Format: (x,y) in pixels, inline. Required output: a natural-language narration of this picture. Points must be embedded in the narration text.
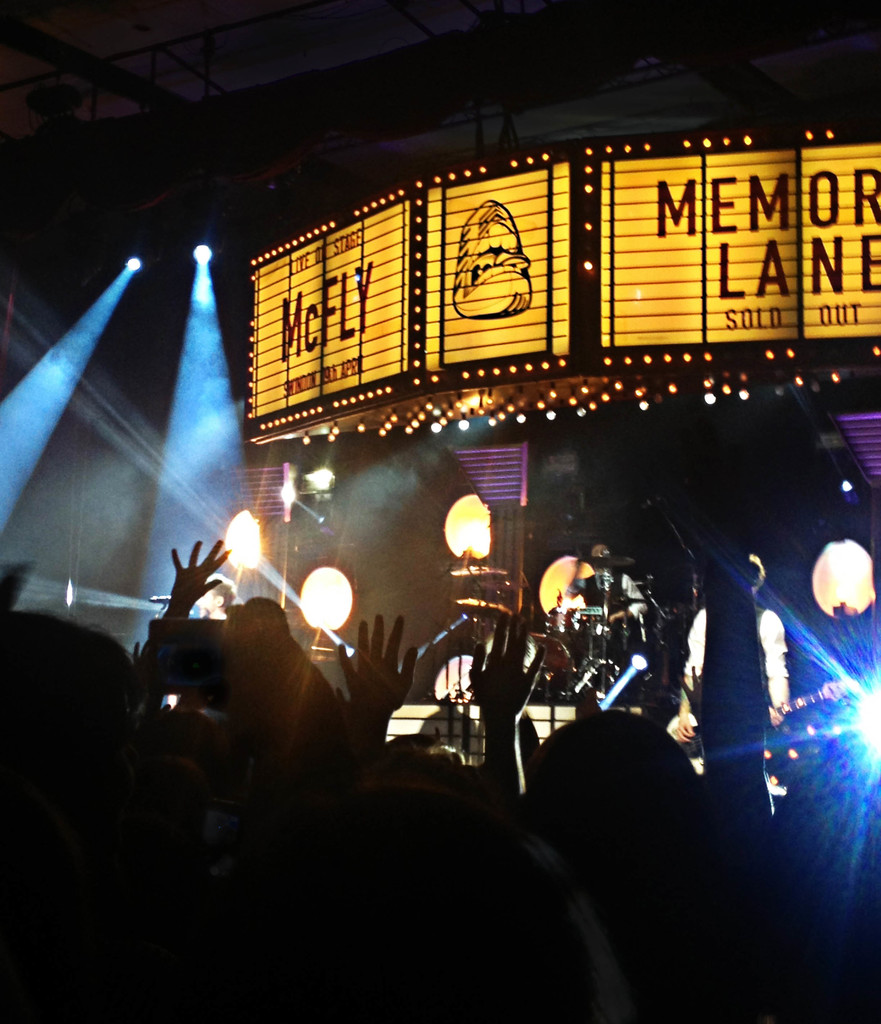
In this image I can see a person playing musical instrument (596,674). Background (272,292) I can see a board (293,323) in yellow and black color, and I can see few lights (182,402).
